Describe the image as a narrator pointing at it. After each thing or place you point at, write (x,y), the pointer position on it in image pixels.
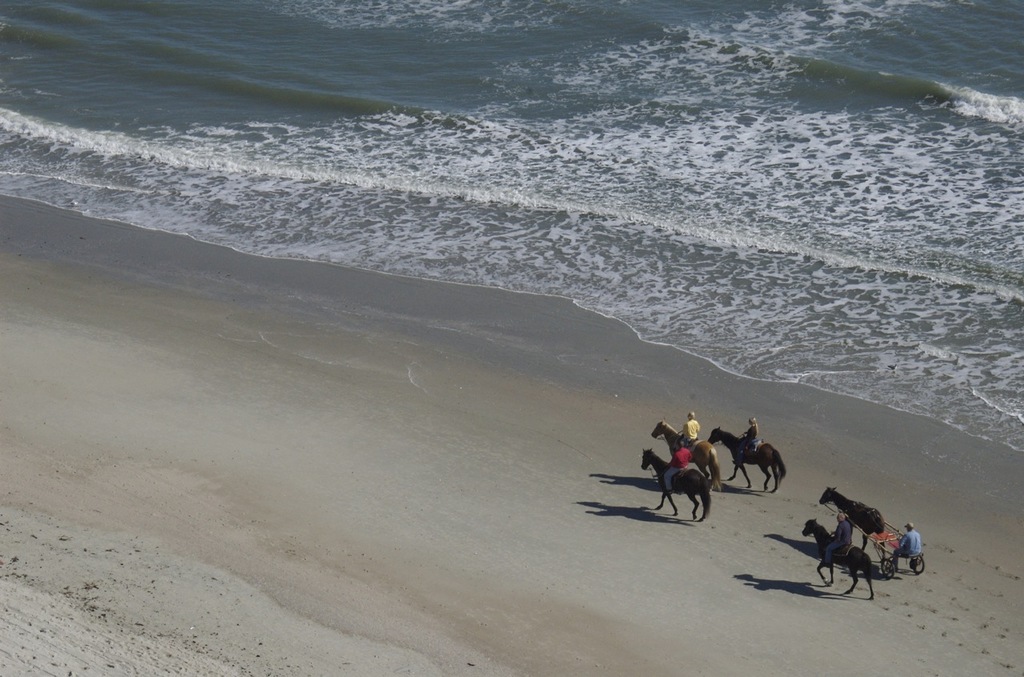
This is a beach (567,630). At the top of the image (406,138) I can see the water (583,138). On the right side (744,447) there are few people (685,448) riding the horses (732,450) and also there is one horse cart (876,536).
